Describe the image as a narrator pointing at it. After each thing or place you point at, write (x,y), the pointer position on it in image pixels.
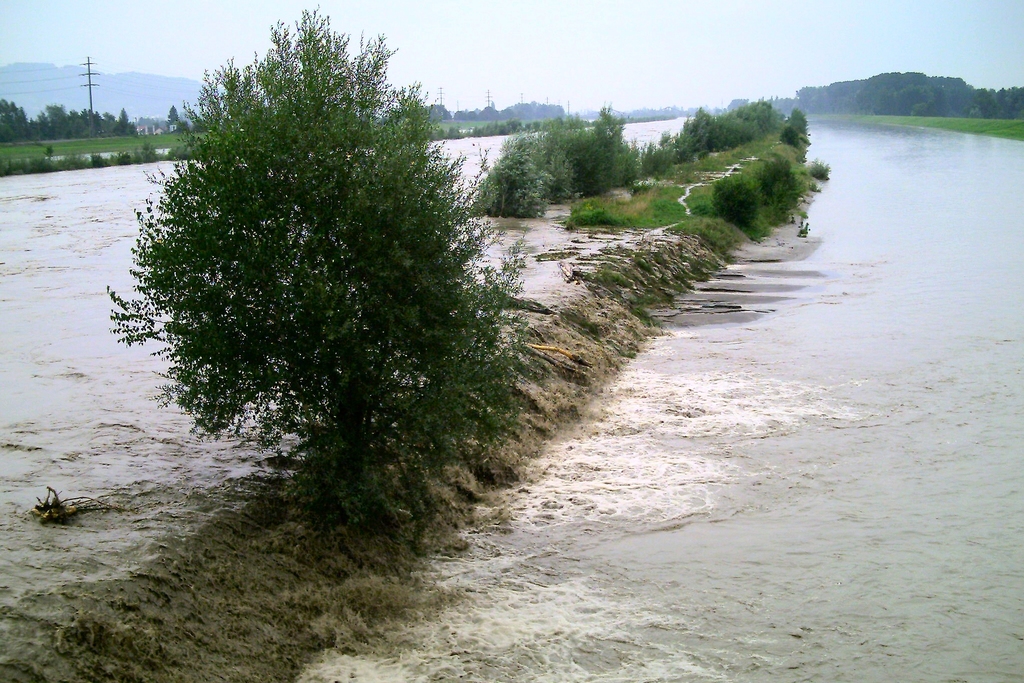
In this image, I can see trees (714,128), plants (767,166), river (867,420) and current poles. In the background (581,33), there is the sky (677,33).
